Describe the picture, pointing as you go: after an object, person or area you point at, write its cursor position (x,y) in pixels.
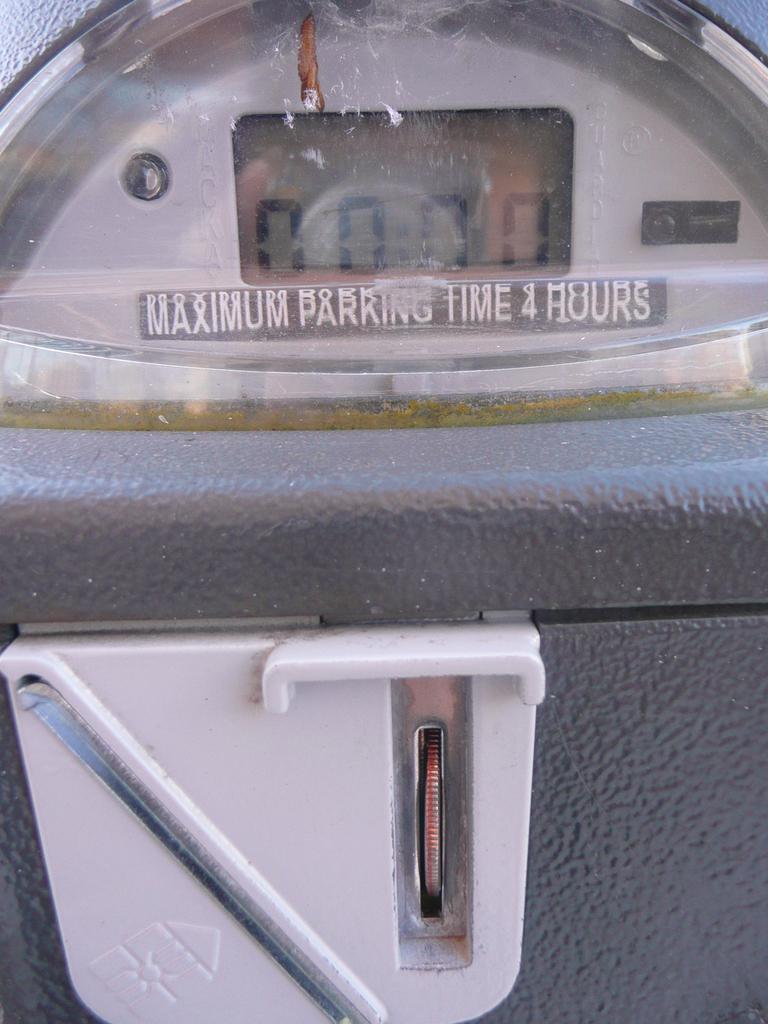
In this image I can see a digital meter (412,198).
